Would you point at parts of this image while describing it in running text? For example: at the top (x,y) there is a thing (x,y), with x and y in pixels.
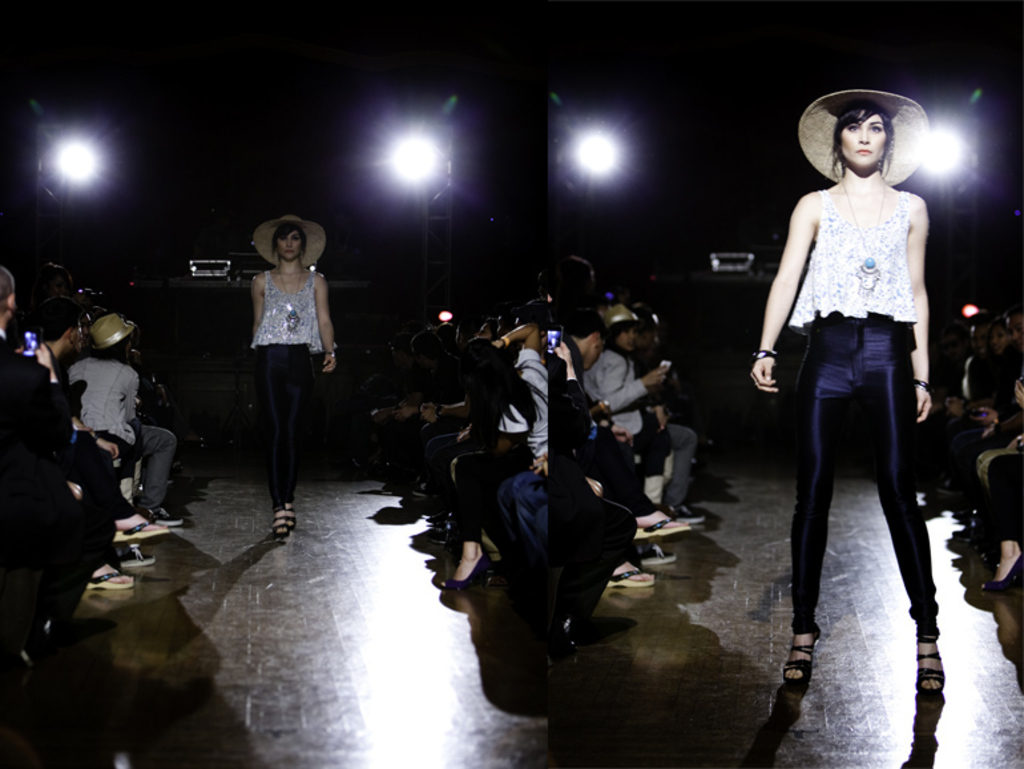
This picture is collage of two different pictures. In both the pictures, there is same woman (811,373) but in different positions. She is wearing a white top (833,261), blue trousers (897,431) and a hat (826,158). She is walking on a ramp (346,667). On either side of the ramp (303,597), there are people (421,398). On the top (67,159), there are lights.
